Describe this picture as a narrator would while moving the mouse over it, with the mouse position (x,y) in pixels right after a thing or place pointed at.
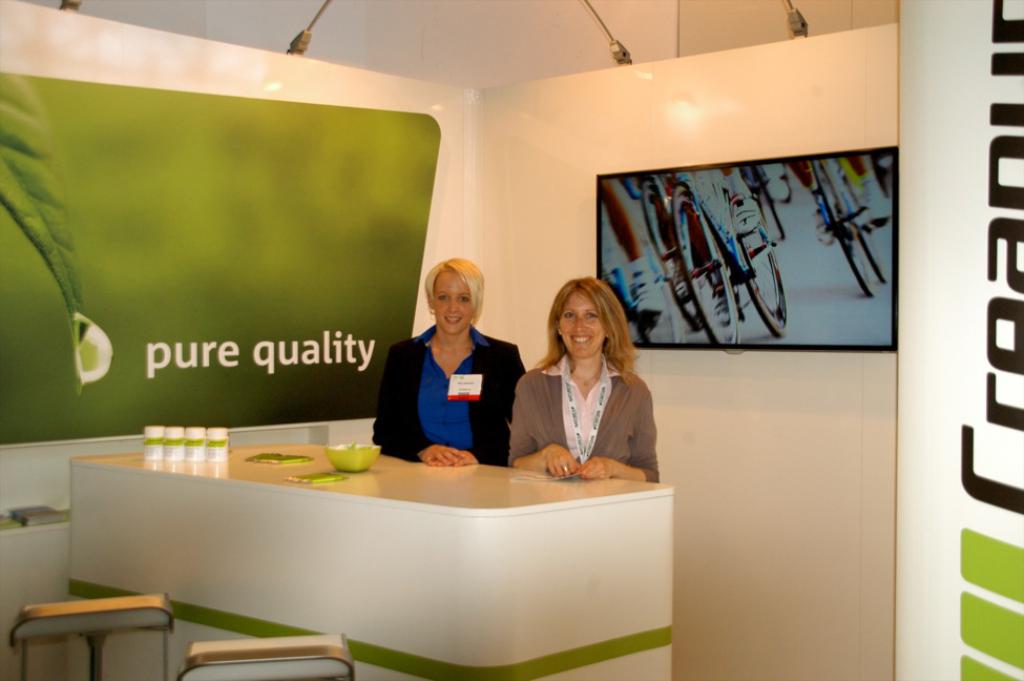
In this image I see 2 women (399,441) who are near the table (156,677) and both of them are smiling. I can also see there are few things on the table (176,487). In the background (105,424) I see the wall (586,185) and a television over here.
